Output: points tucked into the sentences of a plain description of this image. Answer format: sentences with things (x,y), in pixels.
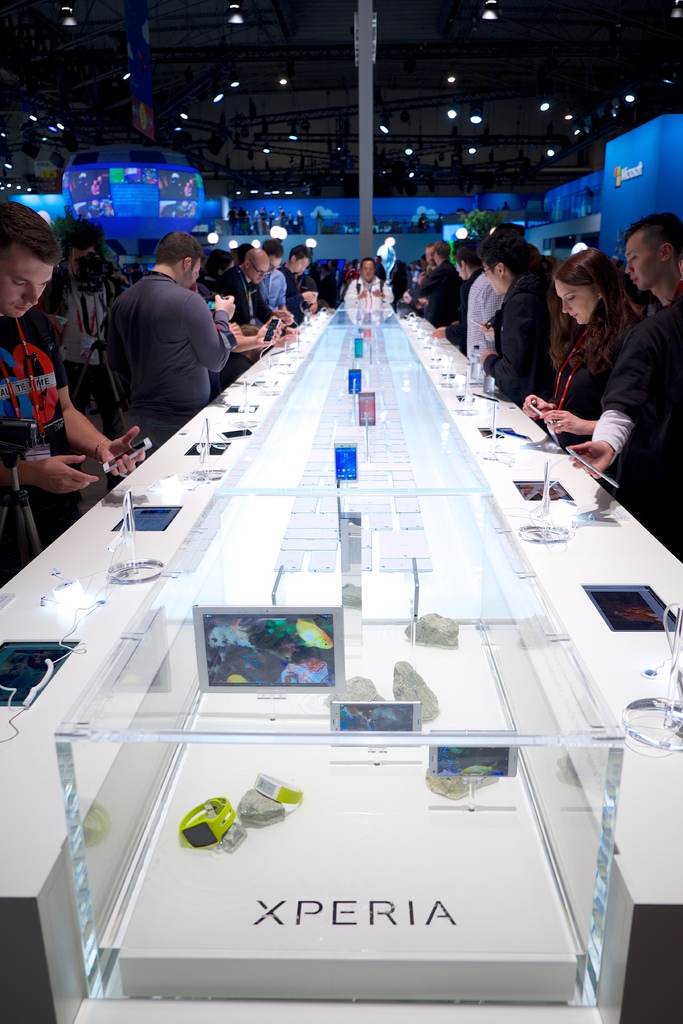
There are so many people (523,303) standing in front of desk (572,490) and watching the mobiles (568,448). There are different types of mobiles (221,450) here. There is a sony tab (277,650), mobiles (347,454) on the glass (405,406). At the top (236,86) we have here is a ceiling (334,93). There is lights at the top (228,14). There is screen (114,173) at the top (110,169). A man (27,409) is wearing a id card (34,390) and watching the mobile (135,458).
